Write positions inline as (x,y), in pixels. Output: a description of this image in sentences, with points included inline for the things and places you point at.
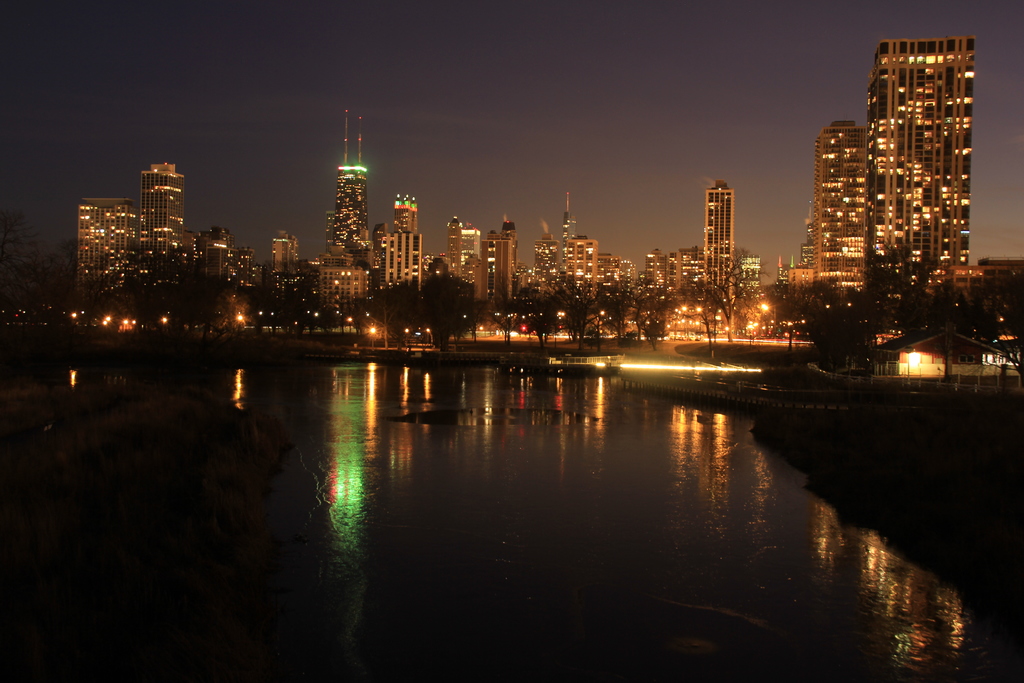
At the bottom of the image (477,575) there is water (388,487). Behind the water (769,515) there are many trees (207,295) and lights (753,327). Also there are buildings (911,101) with lights (921,116). At the top of the image (480,80) there is a sky (454,80).
